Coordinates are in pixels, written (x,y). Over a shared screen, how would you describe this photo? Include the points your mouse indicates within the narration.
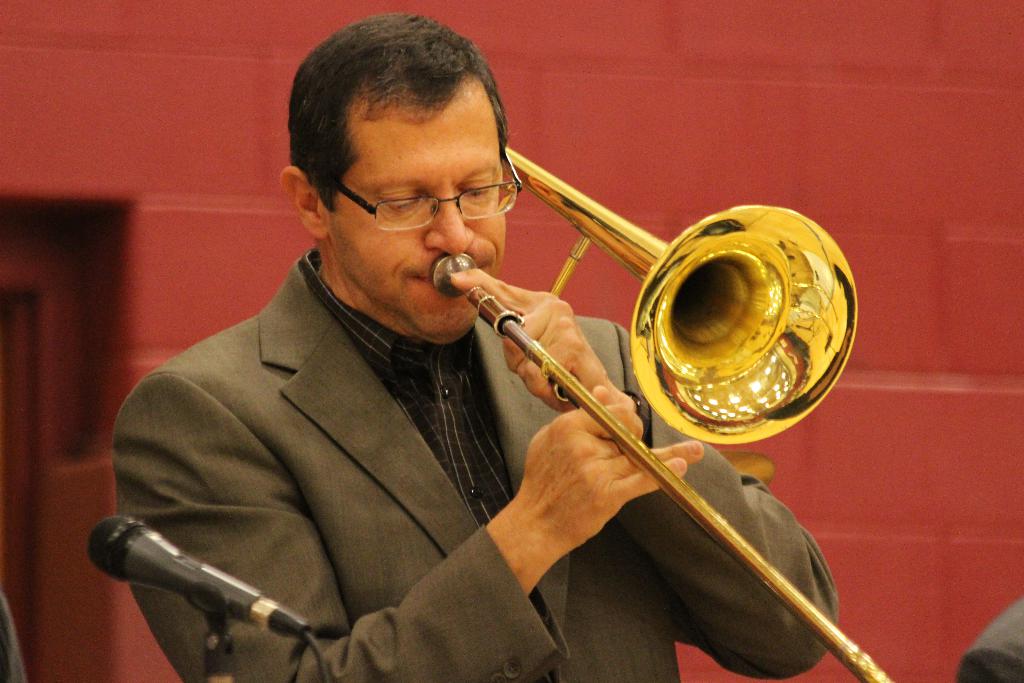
In this picture we can see a person (301,300) playing a musical instrument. There is a microphone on the left side (159,561). We can see a red color wall (1015,266) in the background (896,185).
